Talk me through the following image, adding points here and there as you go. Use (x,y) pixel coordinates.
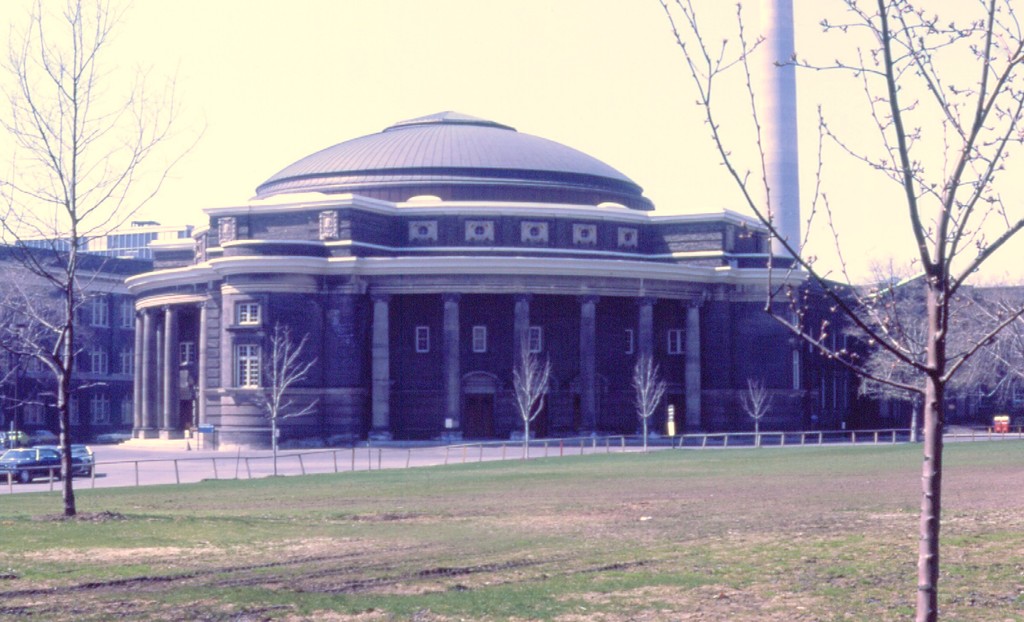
In this picture I can see there is a road (184,475), there are few vehicles (59,456) on the left side (28,452), there is a building (272,304) and it has pillars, windows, trees (797,328). There is a huge pole (768,33) on right side (768,53) and the sky (0,192) is clear.
